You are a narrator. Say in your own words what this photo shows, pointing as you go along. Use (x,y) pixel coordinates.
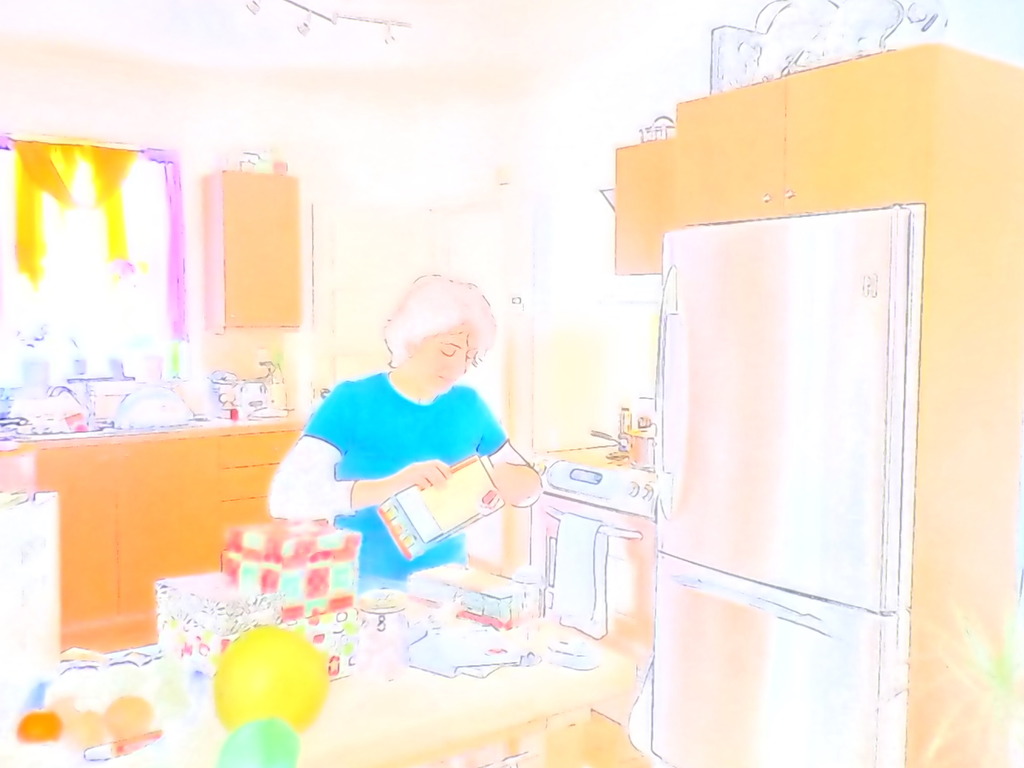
In this image we can see an animation picture. This is the inner view of a kitchen (266,560). At the top of the image (142,171) we can see windows (177,231), cupboard (240,229), countertop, sink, mixer grinder (239,401) and utensils (134,415). At the bottom of the image (693,642) we can see refrigerator (674,539), oven (563,511), gas stove (601,466), table (412,696), woman (374,545) and cutlery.
